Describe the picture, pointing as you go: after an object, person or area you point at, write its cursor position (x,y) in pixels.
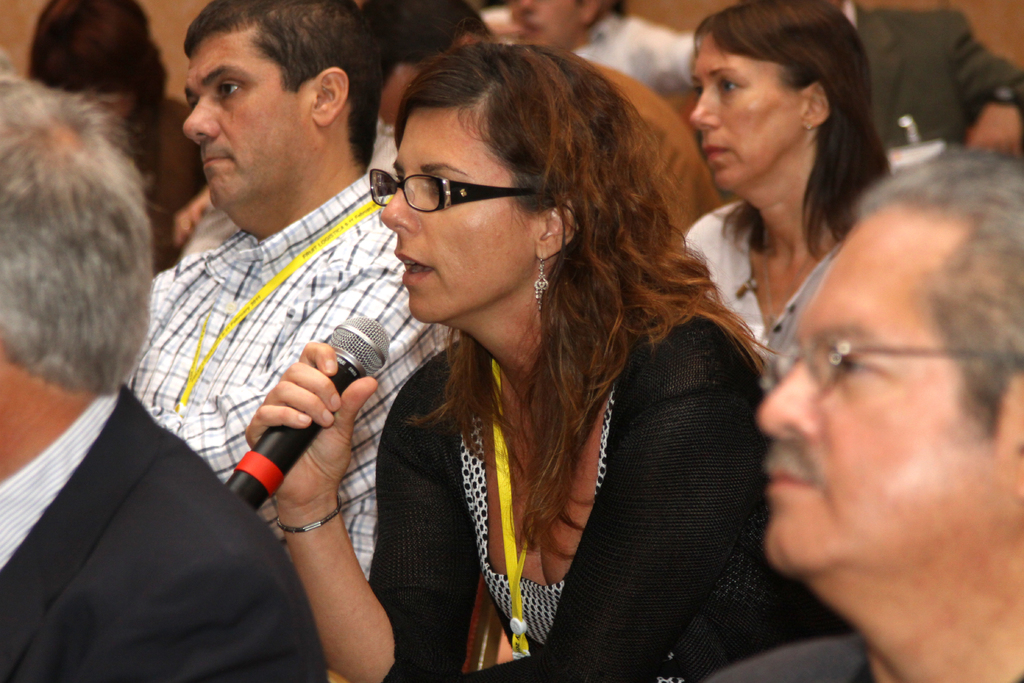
In this picture we can observe some people (337,509) sitting. There are men (309,123) and women (591,248) in this picture. One of the woman (449,498) was holding a mic (361,344) in her hand (320,379) and speaking. She is wearing black color spectacles (471,198). In the background (181,60) there is a wall (657,19).
